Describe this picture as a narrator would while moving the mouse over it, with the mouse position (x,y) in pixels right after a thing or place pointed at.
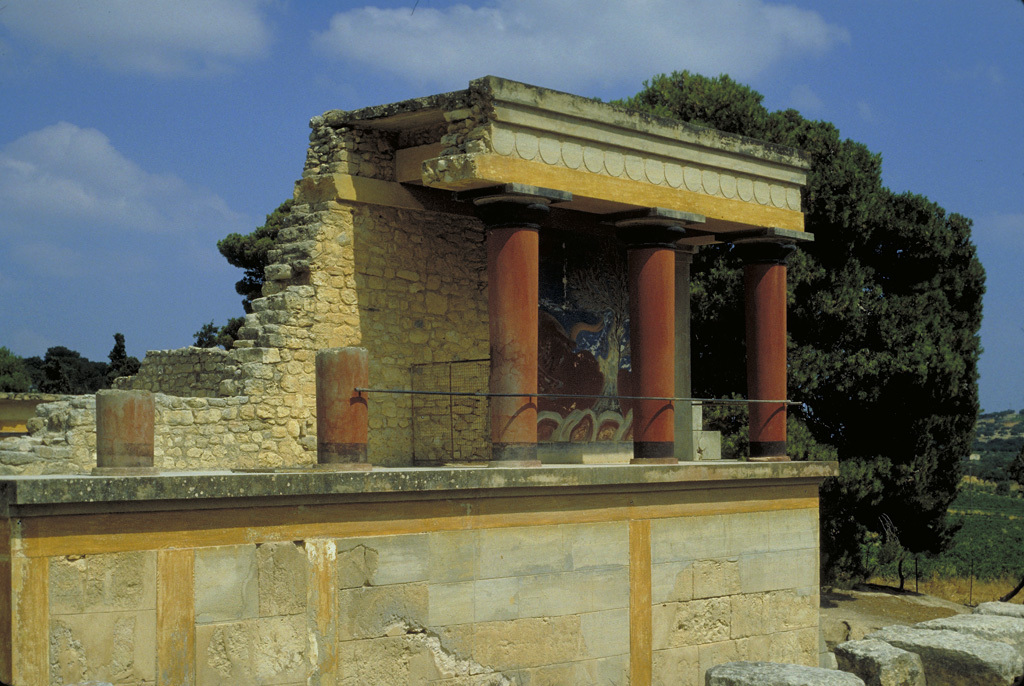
In this image we can see a wall (344,319), few pillars (513,360), and some trees (840,300), there are some stones (269,309), and we can see the sky (42,317).
